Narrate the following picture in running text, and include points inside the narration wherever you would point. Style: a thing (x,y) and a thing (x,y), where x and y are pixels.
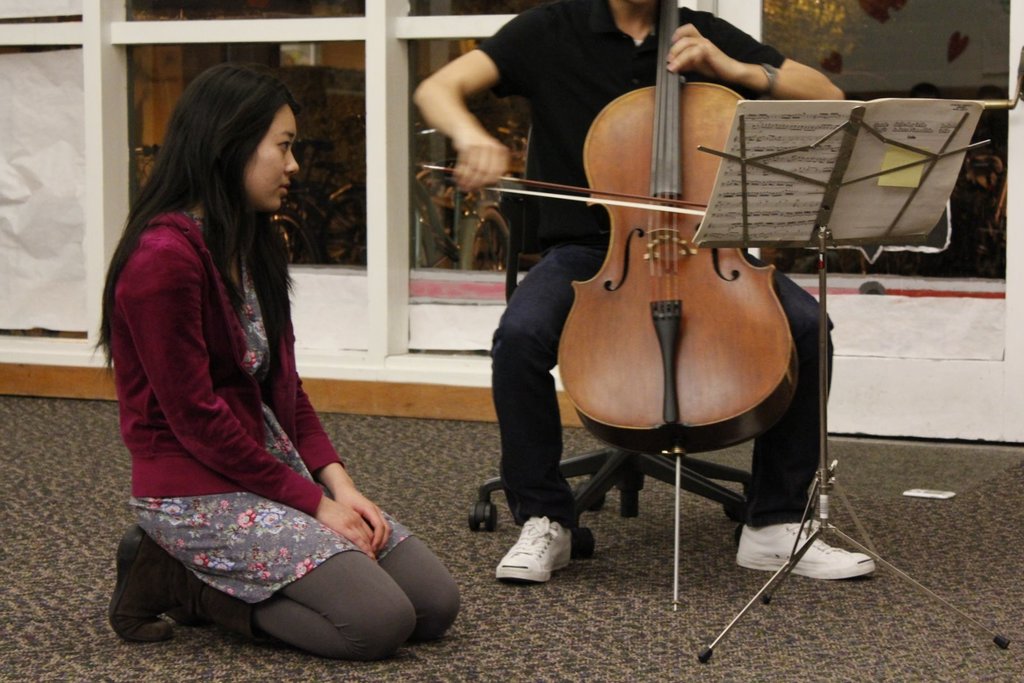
In this image i can see a person (542,152) playing cello (630,118) and the other person (282,347) sitting on floor (120,506) there is a book (776,174) and the stand (845,184).
